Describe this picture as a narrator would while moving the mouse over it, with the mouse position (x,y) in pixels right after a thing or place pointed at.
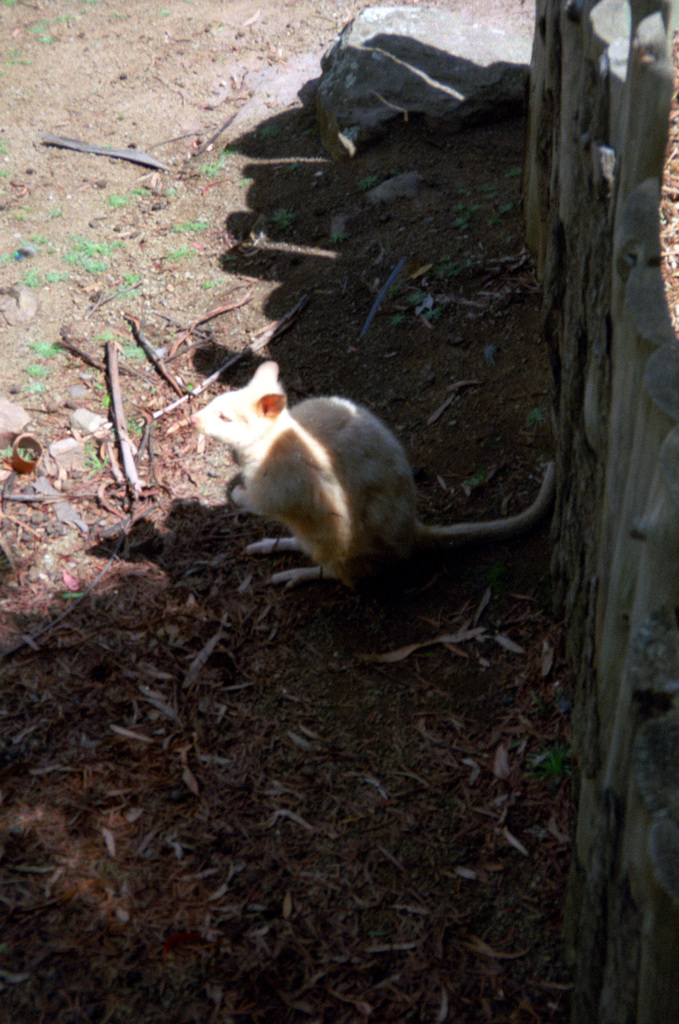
In this picture there is an animal (359,514). At the back (444,110) there is a stone (347,56). On the right side of the image (620,32) there is a wooden wall (623,132). At the bottom (229,693) there is ground (131,206) and there are dried leaves (391,760) and there are sticks (131,480).
